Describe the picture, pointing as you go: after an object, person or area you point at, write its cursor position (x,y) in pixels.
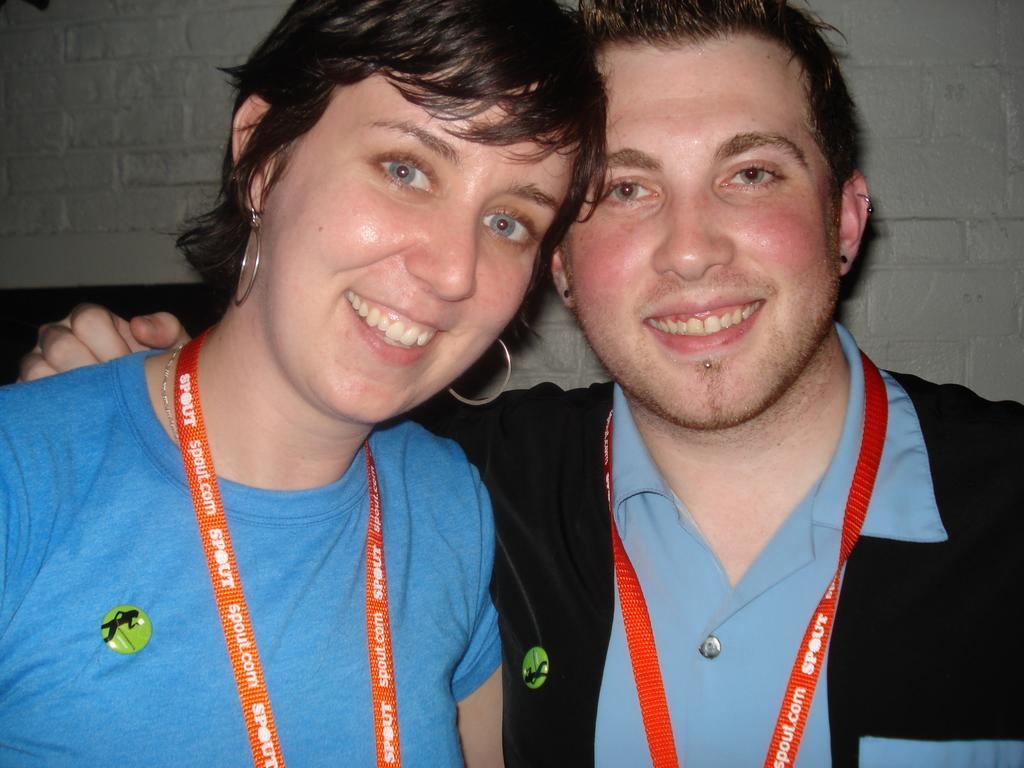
There are two people (645,244) smiling and wearing tags (235,631), behind these two people (896,588) we can see wall (941,283).
